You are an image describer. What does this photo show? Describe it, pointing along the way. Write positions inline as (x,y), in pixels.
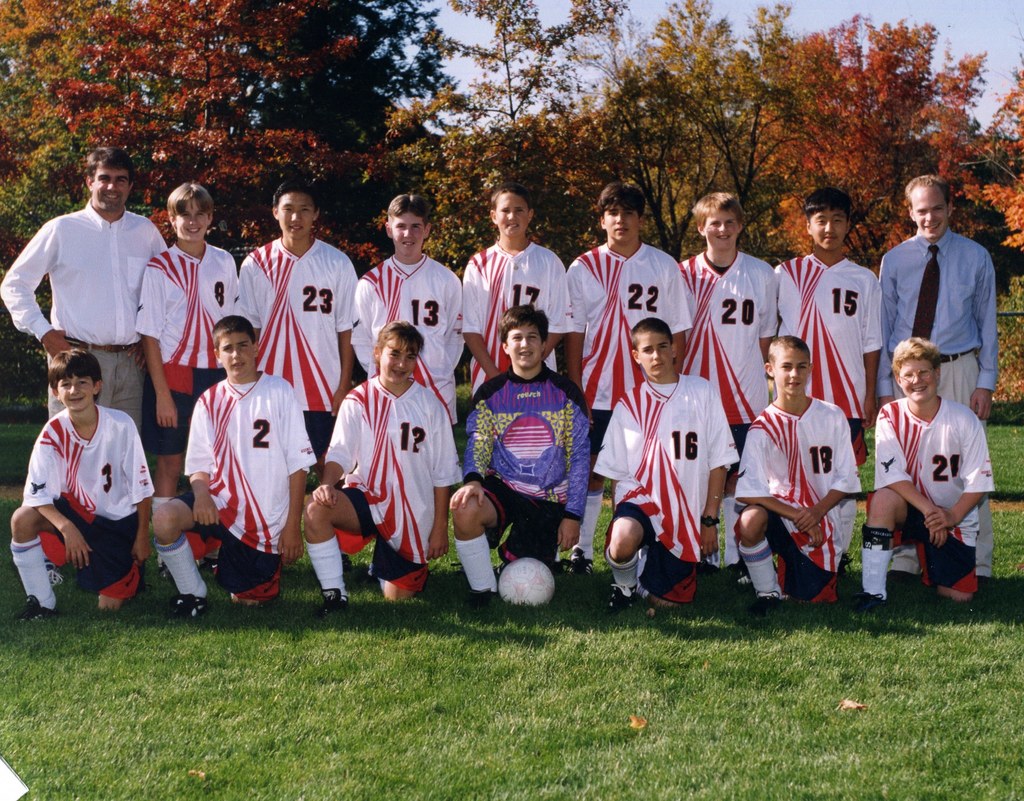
In this picture there are group of people (540,304) in the center of the image (596,526) on the grassland (605,575) and there is a ball (524,581) on the grassland (578,604), there are trees (546,142) in the background area of the image (655,154), it seems to be there is a boundary (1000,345) in the background area of the image (1021,337).
